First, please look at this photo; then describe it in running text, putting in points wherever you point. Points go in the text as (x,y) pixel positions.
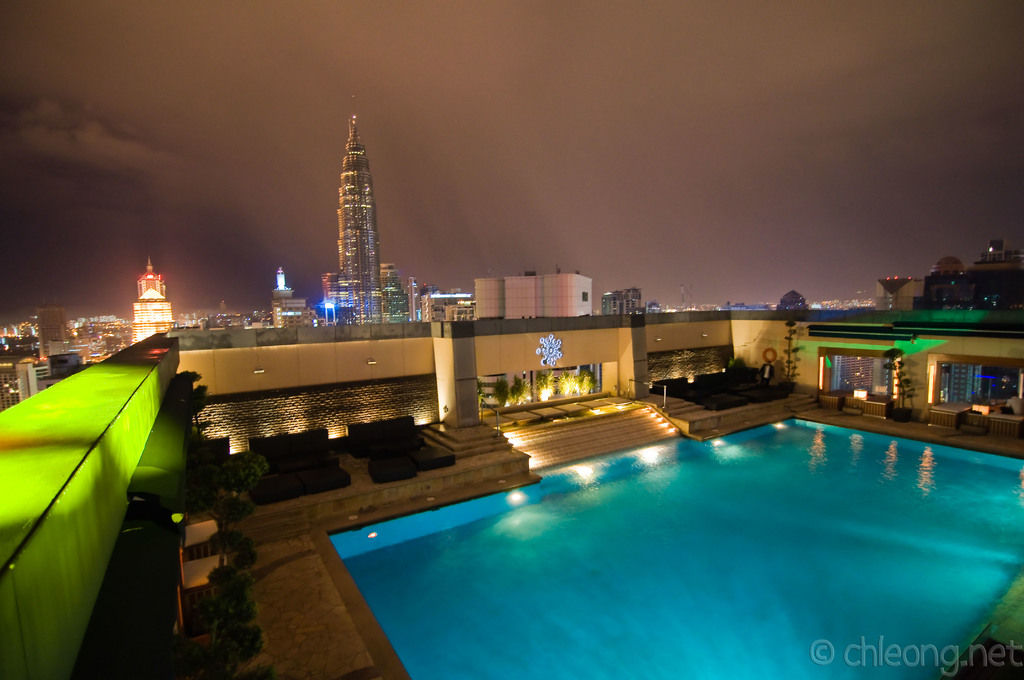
In this image I can see few buildings (245,311), plants (218,671), stairs (592,456), lights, sky (681,186) and the pool (721,612).
